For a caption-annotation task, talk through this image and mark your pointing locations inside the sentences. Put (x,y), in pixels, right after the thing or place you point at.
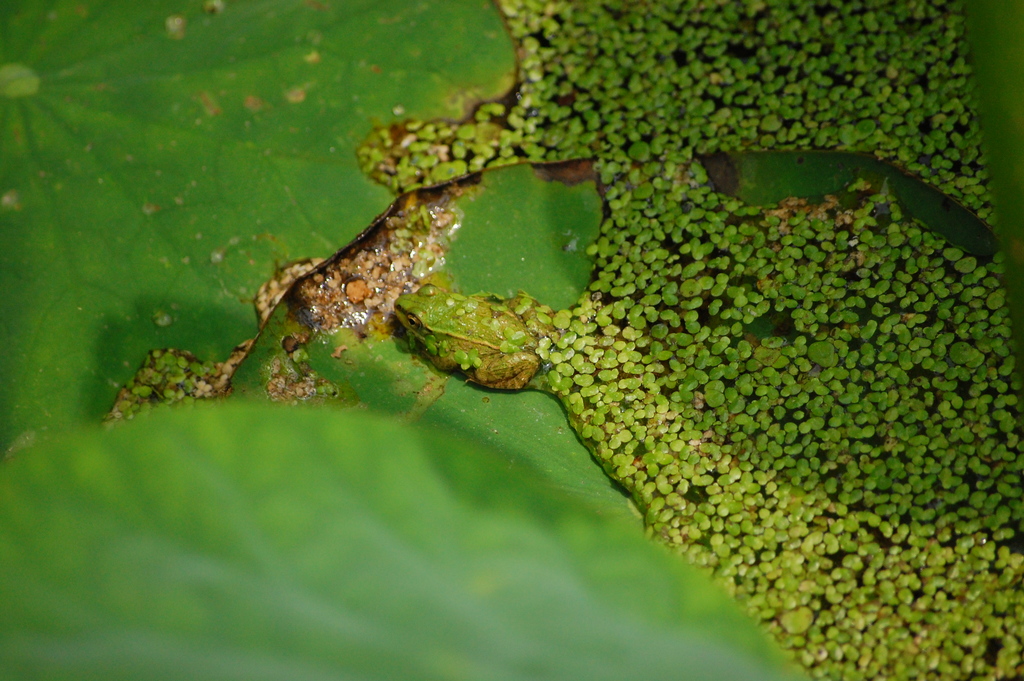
In this image I can see few leaves (318,237) in green color and I can also see the frog (508,367) on the leaf (491,409) and few objects (815,401) on the water (755,481).
